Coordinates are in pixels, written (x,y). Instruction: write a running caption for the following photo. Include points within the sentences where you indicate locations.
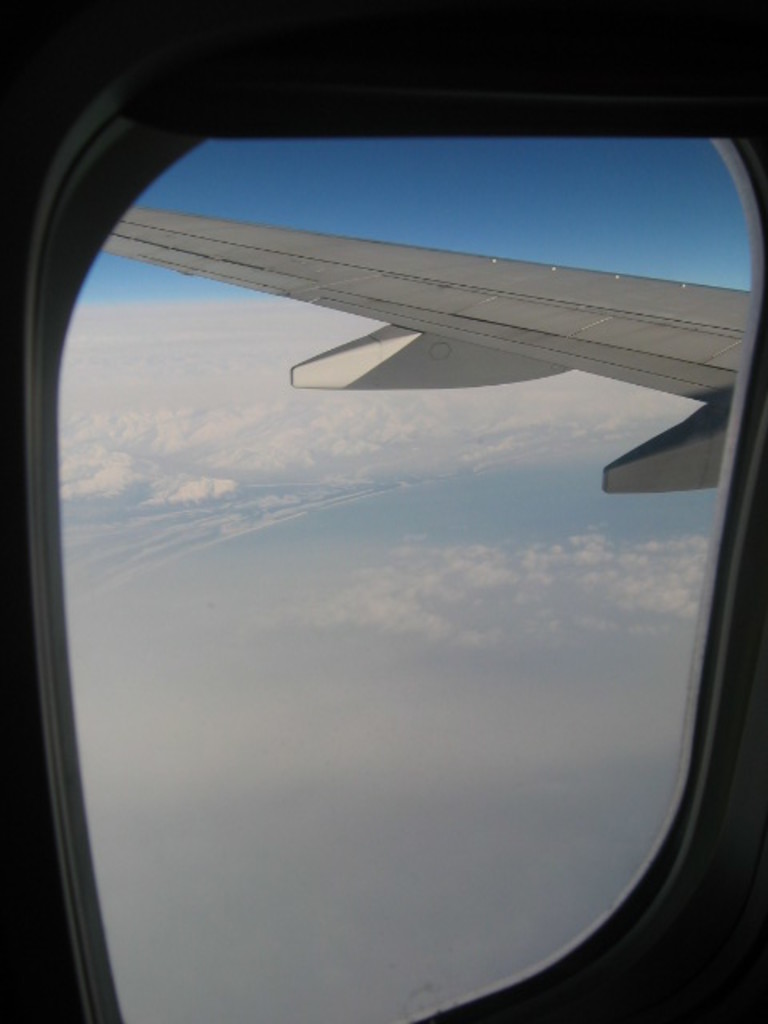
In this image we can see a window (456,598). Through the window (744,403) we can see a plane wing (376,343) and sky (363,470) with clouds (360,659).
